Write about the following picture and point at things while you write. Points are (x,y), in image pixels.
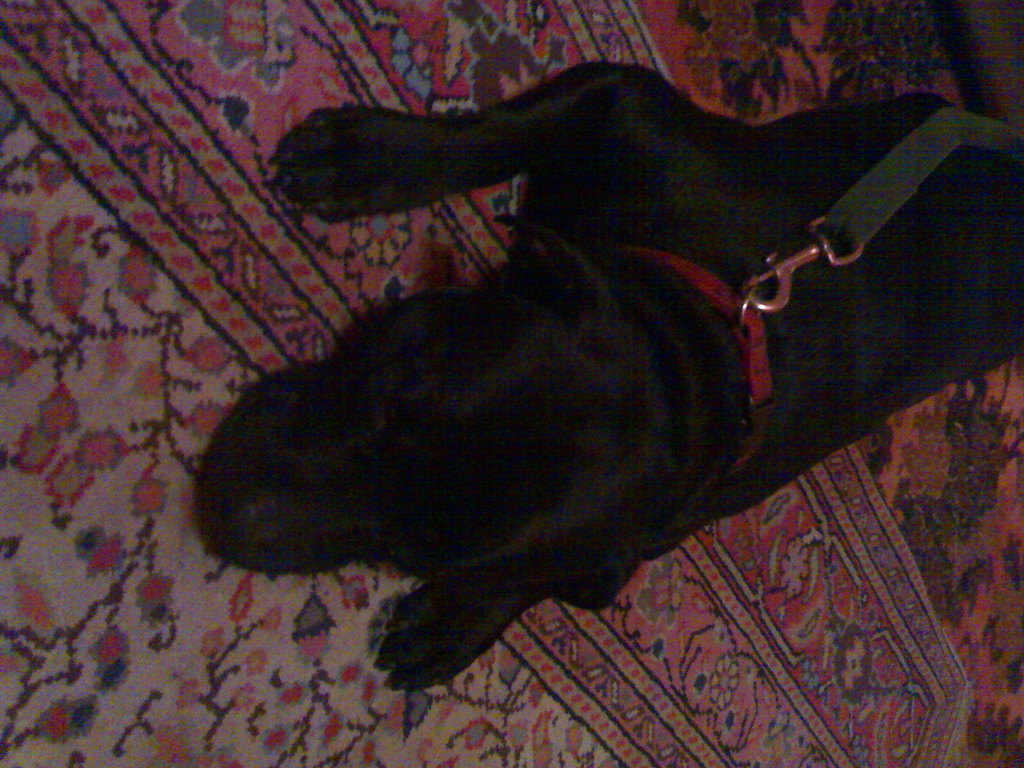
In this picture we can see a dog (454,563) lying on the carpet (238,225). We can see a belt (733,302) and a leash (843,217) on this dog (835,292).
